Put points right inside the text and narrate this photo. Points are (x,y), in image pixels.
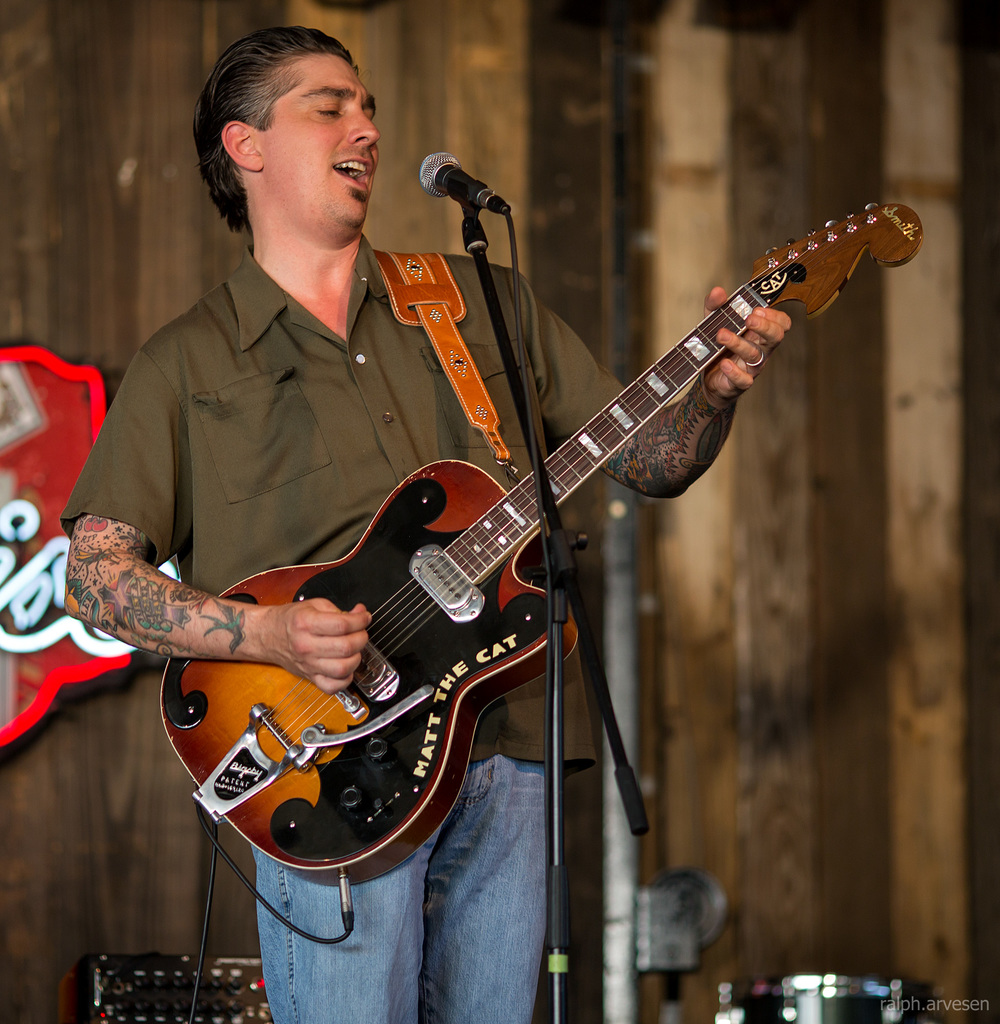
In this picture a guy (219,361) is playing a guitar (448,618) with a mic (452,164) in front of him. In the background (549,211) there is a wooden wall (558,155) to which a sign (65,382) is attached. There is also a black sound box (149,982) kept on the left side of the image (164,1004).
